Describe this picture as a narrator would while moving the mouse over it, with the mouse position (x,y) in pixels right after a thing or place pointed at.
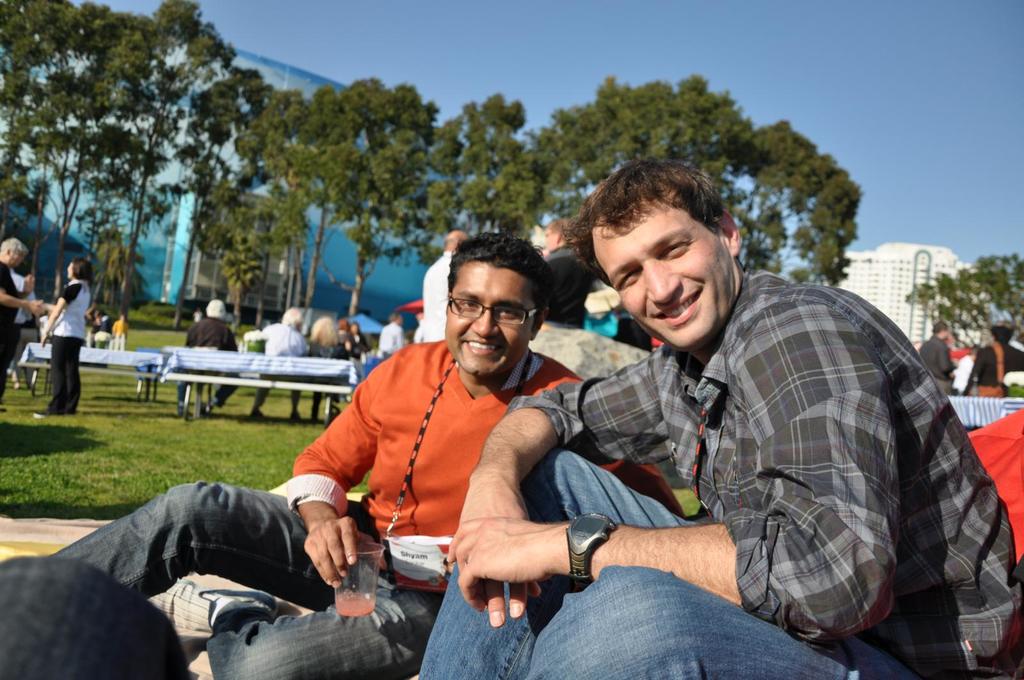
In the center of the image (544,381) we can see two persons (586,482) are sitting and they are smiling. And the left side person (292,496) is holding a glass (373,598). At the bottom left side of the image (71,636), we can see some object (70,637). In the background (732,57), we can see the sky (694,52), trees (582,184), buildings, grass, benches (274,381), few people (610,316) are sitting, few people (16,326) are standing and a few other objects (240,370).
